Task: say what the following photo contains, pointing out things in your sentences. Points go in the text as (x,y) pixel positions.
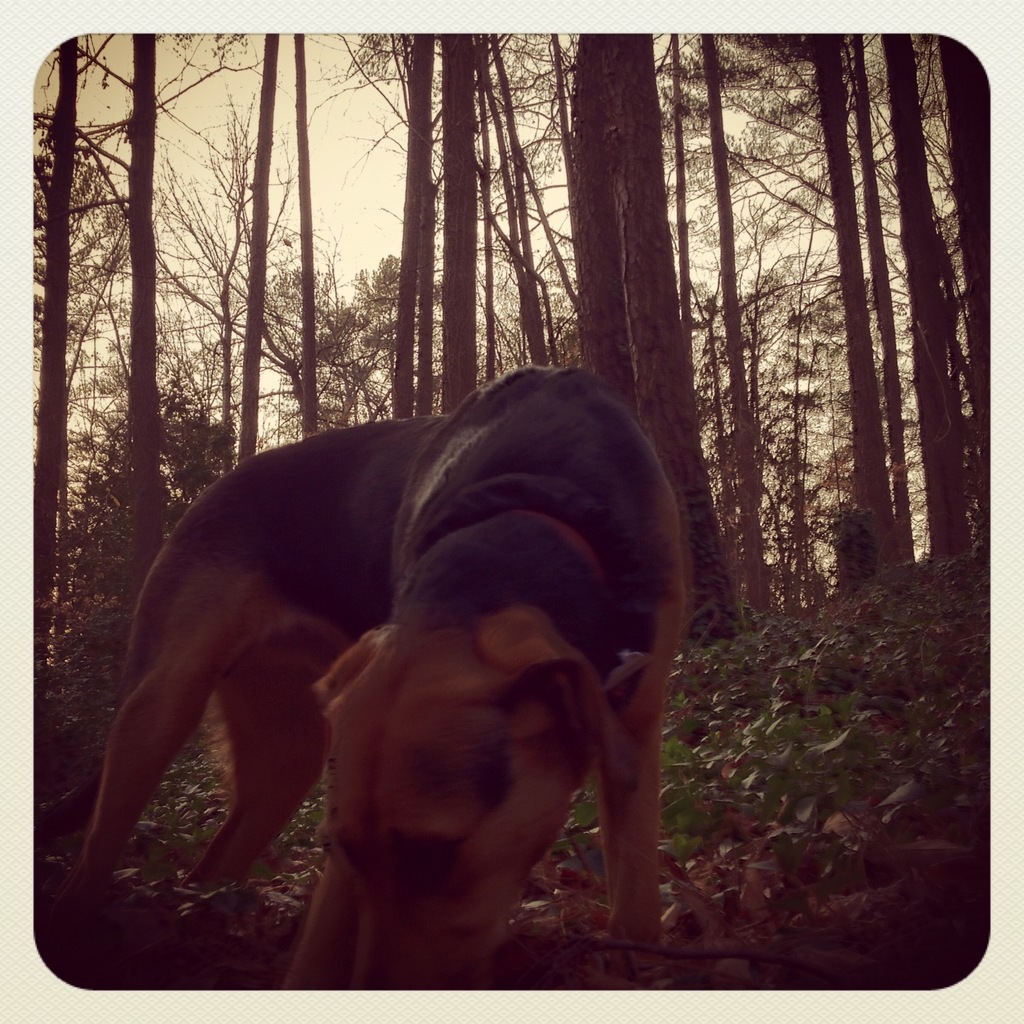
In this edited image there is a dog (529,720) standing on the ground (698,911). Behind it there are trees (662,349). There is grass (777,767) on the ground (769,690). At the top (364,190) there is the sky (378,198).
